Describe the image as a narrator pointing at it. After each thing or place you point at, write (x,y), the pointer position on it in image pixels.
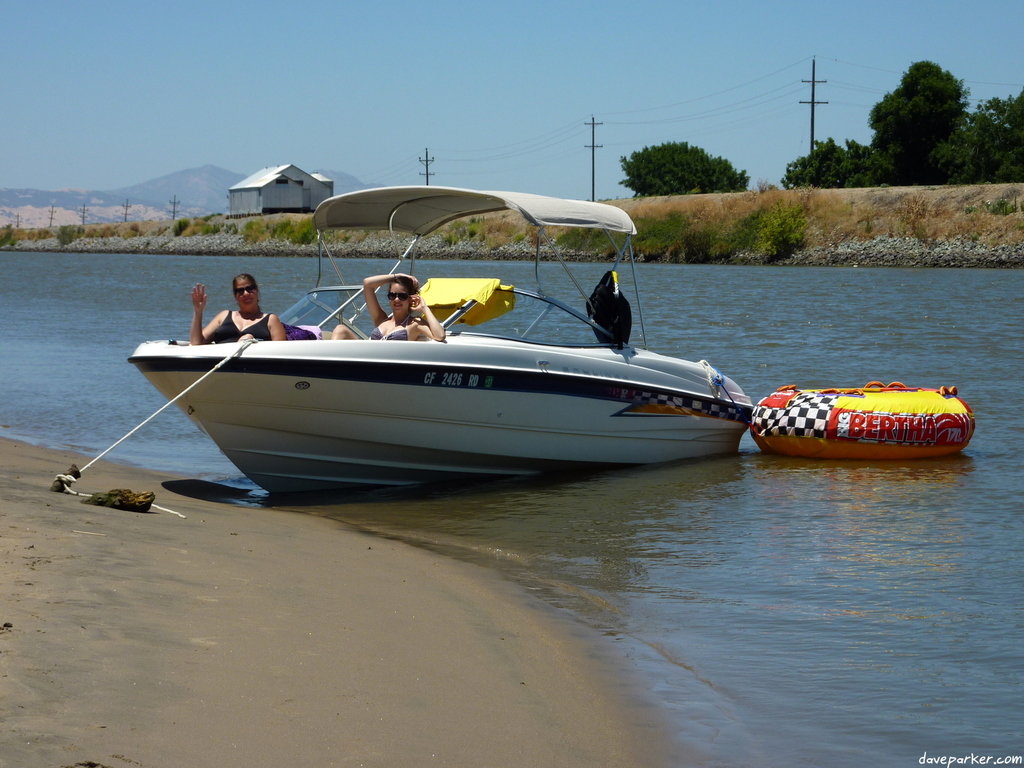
In the center of the image (427,323) we can see two ladies (394,315) are sitting in a boat (234,345) and wearing goggles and also we can see the clothes (605,300), rope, tube (810,418). In the background of the image (836,214) we can see the hills (192,210), poles (173,202), trees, shed (303,174), roof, plants (948,216), stones (993,253), water (937,617). At the bottom of the image (337,662) we can see the soil (363,713). In the bottom right corner (948,755) we can see the text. At the top of the image (392,82) we can see the sky (290,107).
